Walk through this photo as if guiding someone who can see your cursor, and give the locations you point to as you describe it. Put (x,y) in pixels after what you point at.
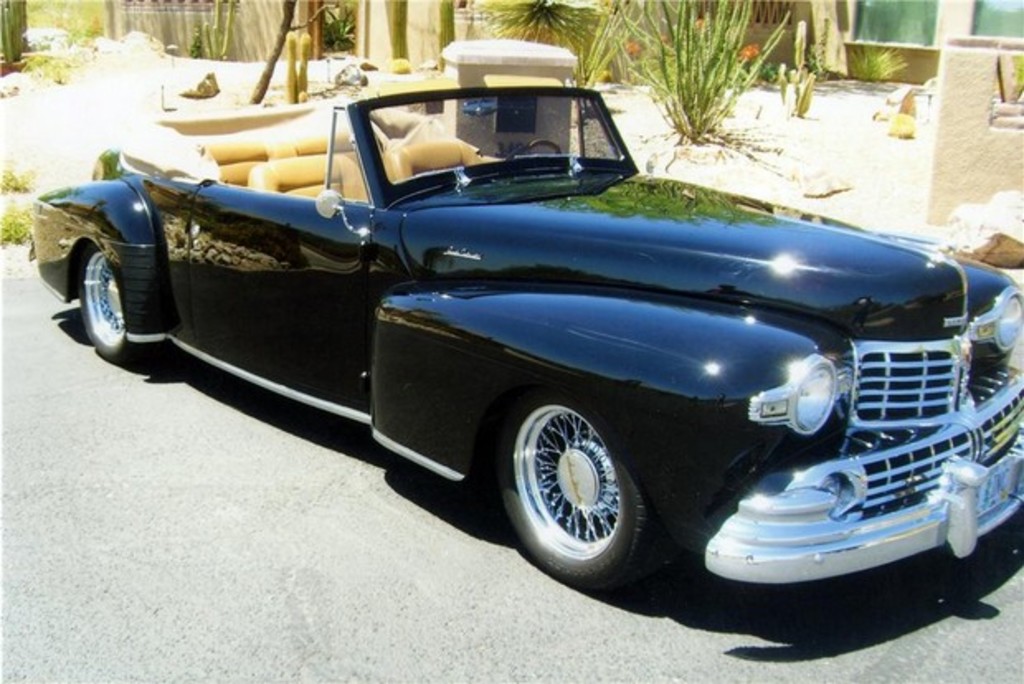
In the center of the image (557,406) there is a black color car (549,399). At the bottom of the image (599,659) there is a road (91,640). In the background of the image (522,21) there are plants (683,108).
